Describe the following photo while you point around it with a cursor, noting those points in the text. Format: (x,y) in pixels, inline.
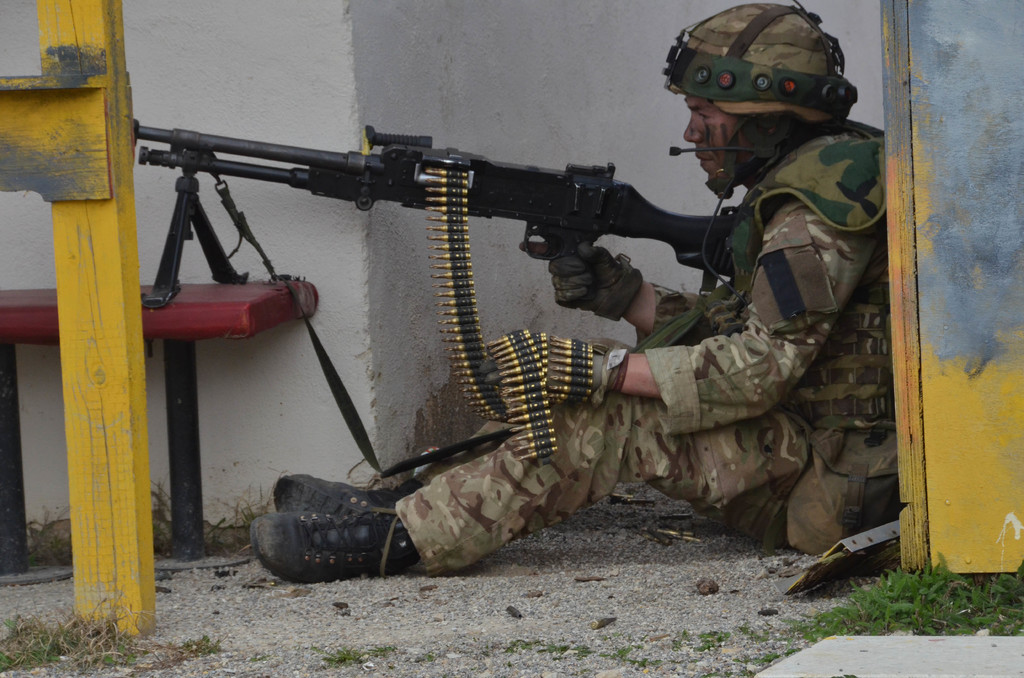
In this image, we can see a person (727,368) is sitting on the ground (714,592) and holding a gun (605,206). Here we can see bullets (495,355). On the right side of the image (981,399), we can see a wooden pole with door (977,435). Left side of the image (91,571), there is a yellow wooden pole (121,438) and bench (214,330). Background (422,23) there is white wall (425,43). At the bottom of the image (51,665), we can see few grasses (625,649).
